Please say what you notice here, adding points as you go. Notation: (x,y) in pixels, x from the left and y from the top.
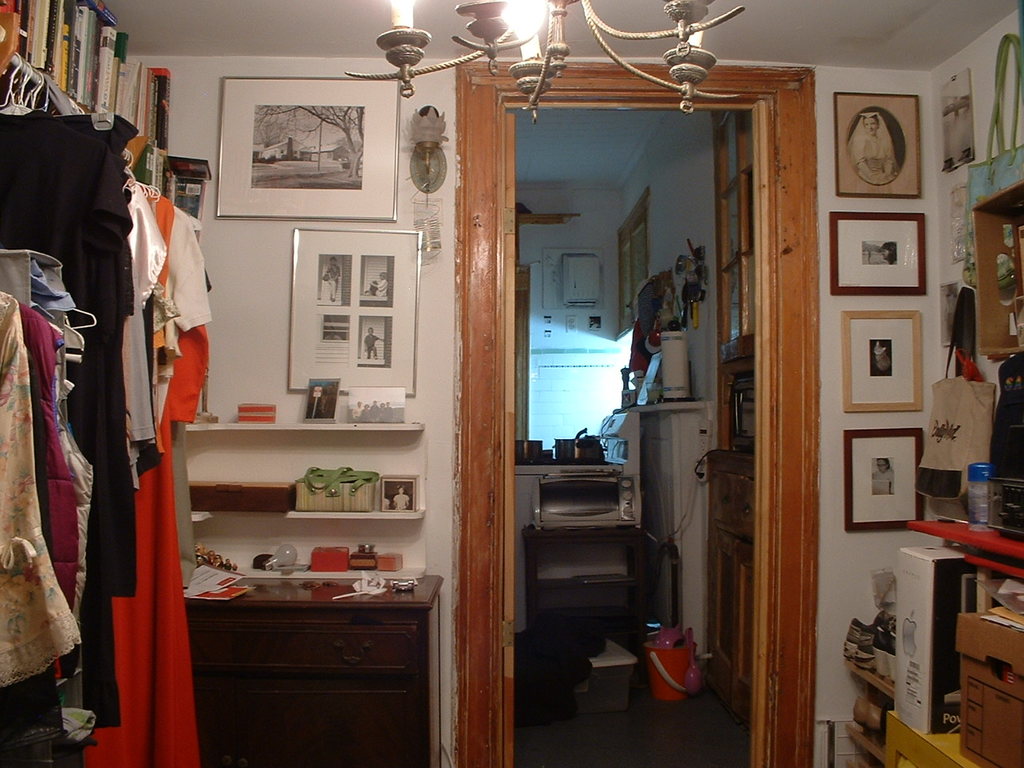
In this image we can see a door (484,297), a group of books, some clothes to the hangers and some photo frames (399,282) on a wall (382,225). We can also see some objects (368,485) placed in the shelves (418,513), some cards (217,585) on a cupboard (267,618), some cardboard boxes (910,655) and some objects (999,617) placed in a shelf (935,526), a bag (958,364) on a hanger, a lamp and a chandelier (659,82) to a roof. On the backside (562,446) we can see an oven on a table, some vessels (582,457) on a stove (538,462) and some containers (597,672) placed on the floor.
